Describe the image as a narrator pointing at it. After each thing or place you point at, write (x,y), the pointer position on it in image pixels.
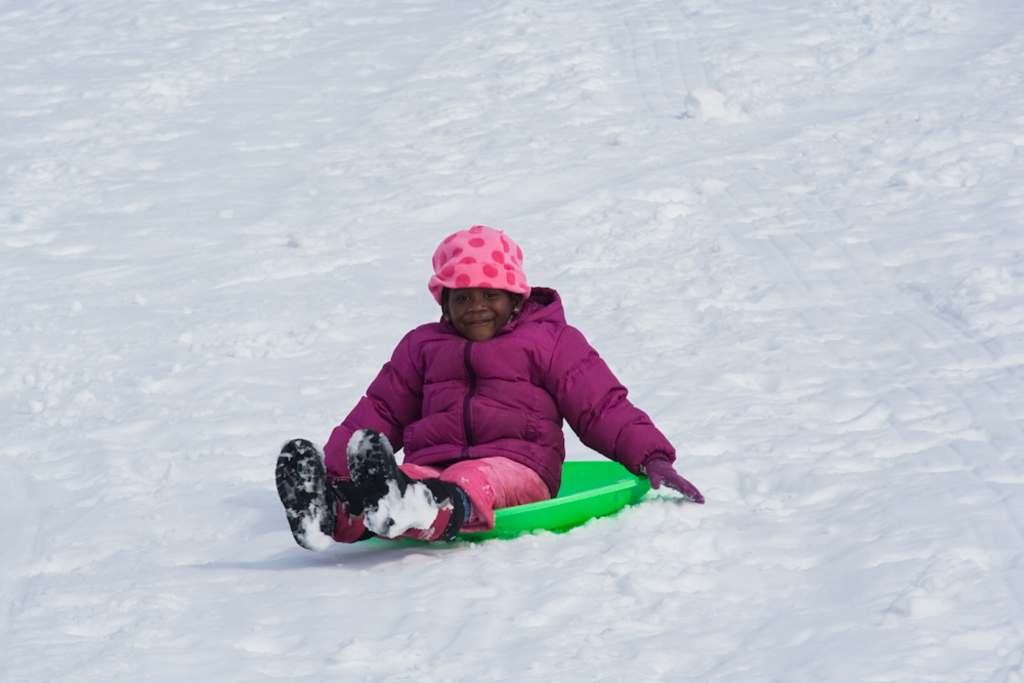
In this image I can see a snow (540,261). And a person (656,477) sitting on the object (616,481) and wearing a jacket (603,437).
